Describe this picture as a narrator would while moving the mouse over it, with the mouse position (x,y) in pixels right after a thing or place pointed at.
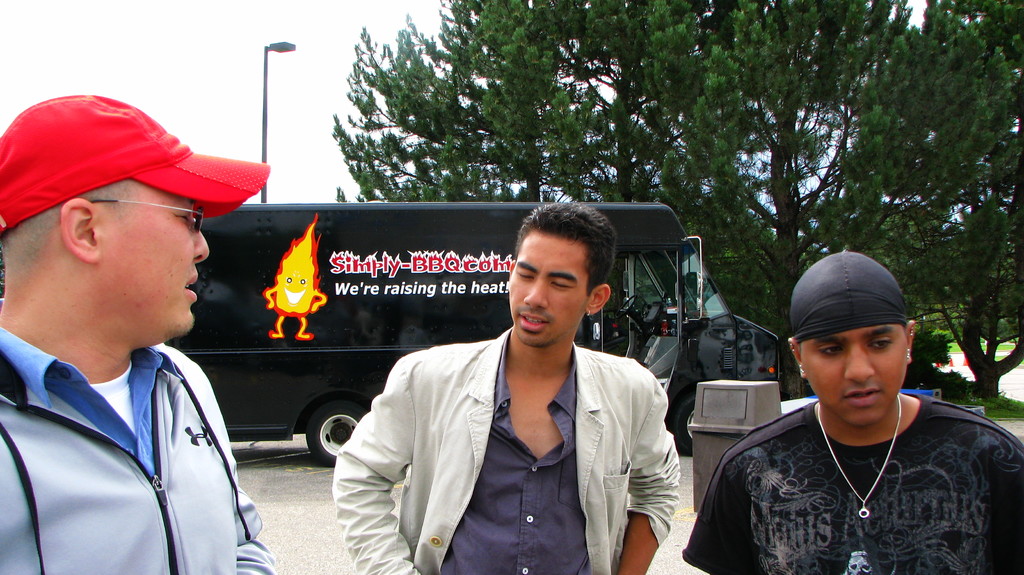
In this image I can see three people (108,438) standing. I can see a bus (733,364), trees (882,121), a trash can (746,402) and a light pole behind them.
